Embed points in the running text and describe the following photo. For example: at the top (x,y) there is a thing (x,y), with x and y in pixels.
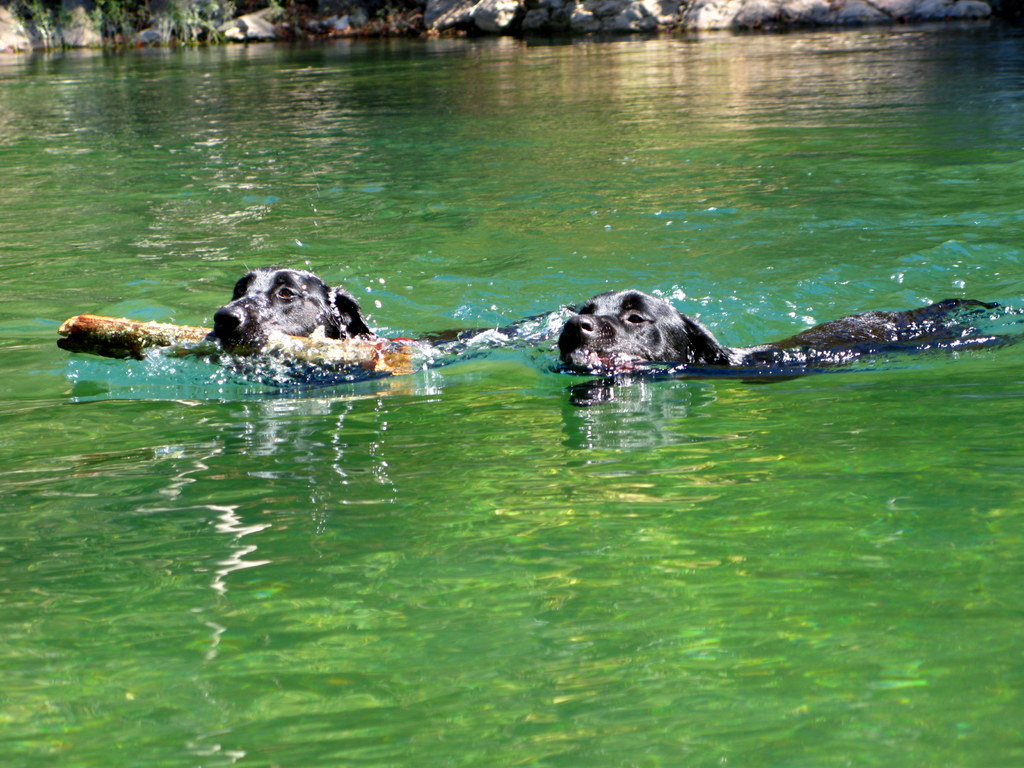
There are two dogs (462,332) in the water (543,491). One dog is biting a wood piece (182,332). In the back (871,10) there are rocks (786,10).
